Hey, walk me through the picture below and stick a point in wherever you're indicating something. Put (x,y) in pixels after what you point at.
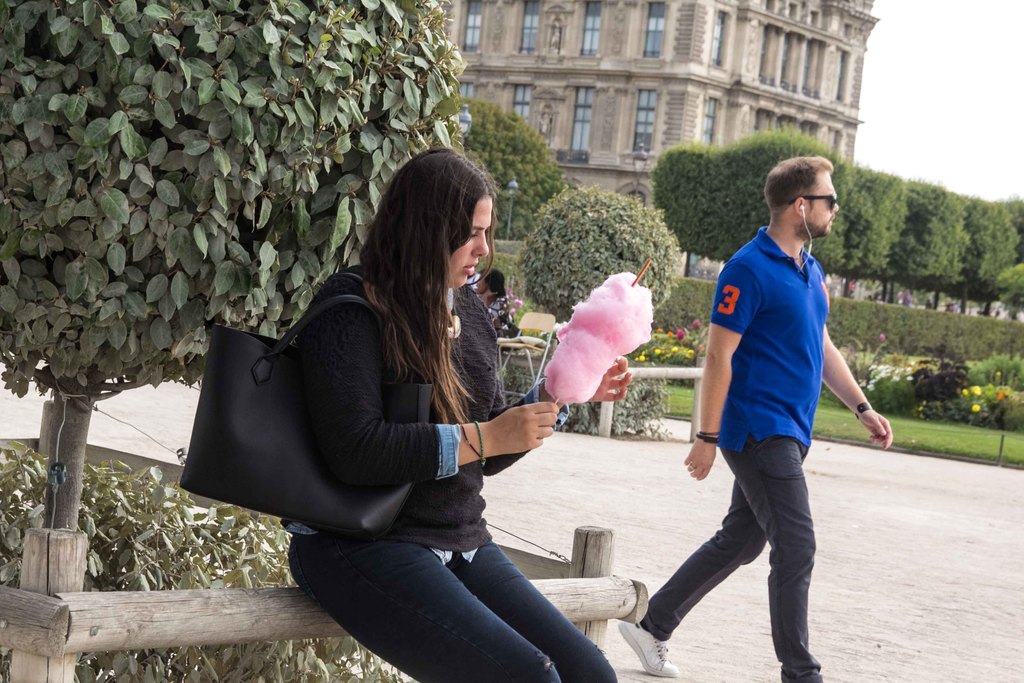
In this image in the front (336,450) there is a woman (344,446) sitting and holding a candy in her hand (499,429). In the center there is a man (791,370) walking. In the background (665,249) there are plants (701,243), flowers (662,340) and there is grass (944,426) on the ground (830,432) and there are persons (509,307) and there is a building (675,90).
